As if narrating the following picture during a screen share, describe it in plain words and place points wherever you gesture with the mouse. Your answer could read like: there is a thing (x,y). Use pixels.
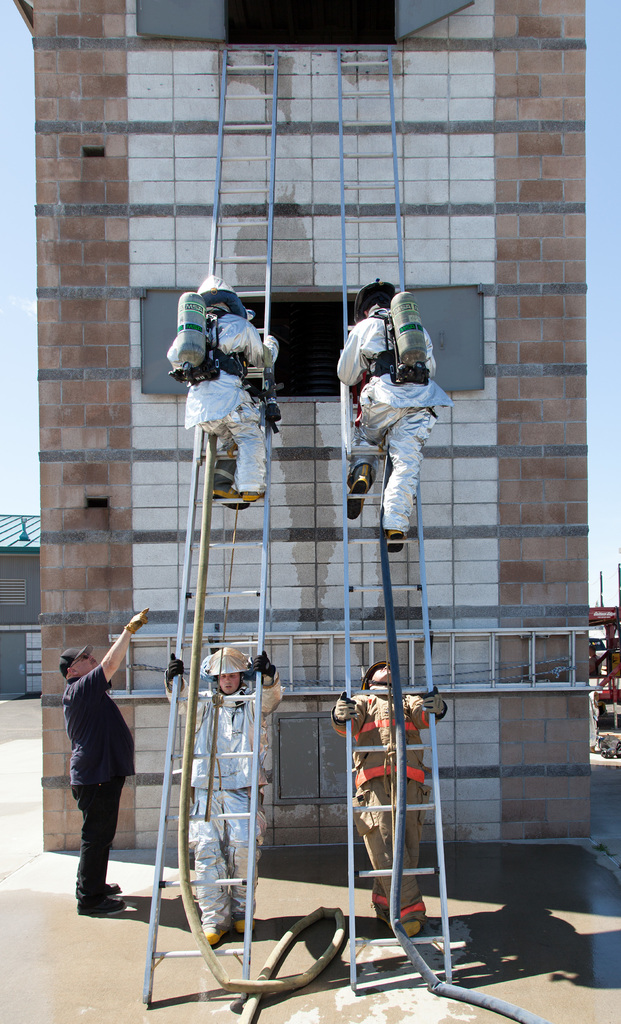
In this image there are two people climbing the ladders (250,543). In front of them there are buildings (274,536), windows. There are two people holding the ladders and there is a person (78,657) standing. On the right side of the image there are some objects (617,717). At the top of the image (26,240) there is sky (35,243).
